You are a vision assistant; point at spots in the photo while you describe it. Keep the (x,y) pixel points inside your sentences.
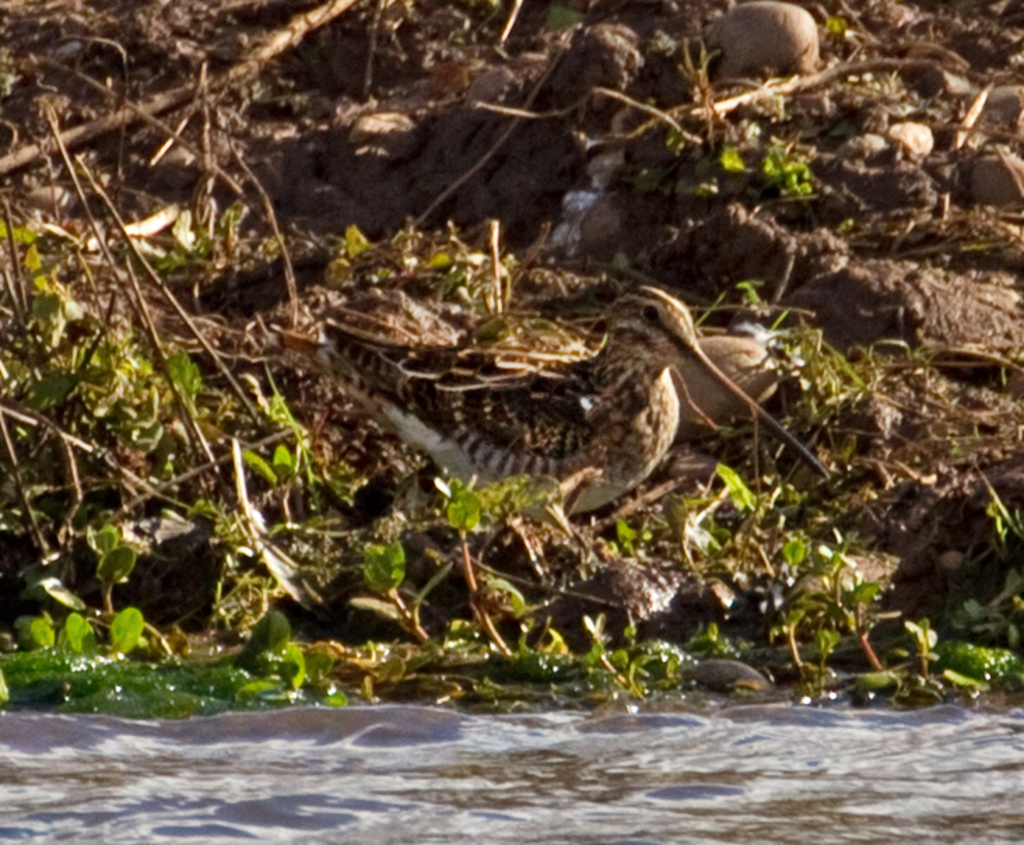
In this image we can see a bird (642,388) with long beak (704,352) standing on the ground (371,195). In the foreground (327,646) we can see water (1001,744) and some plants (604,630).
